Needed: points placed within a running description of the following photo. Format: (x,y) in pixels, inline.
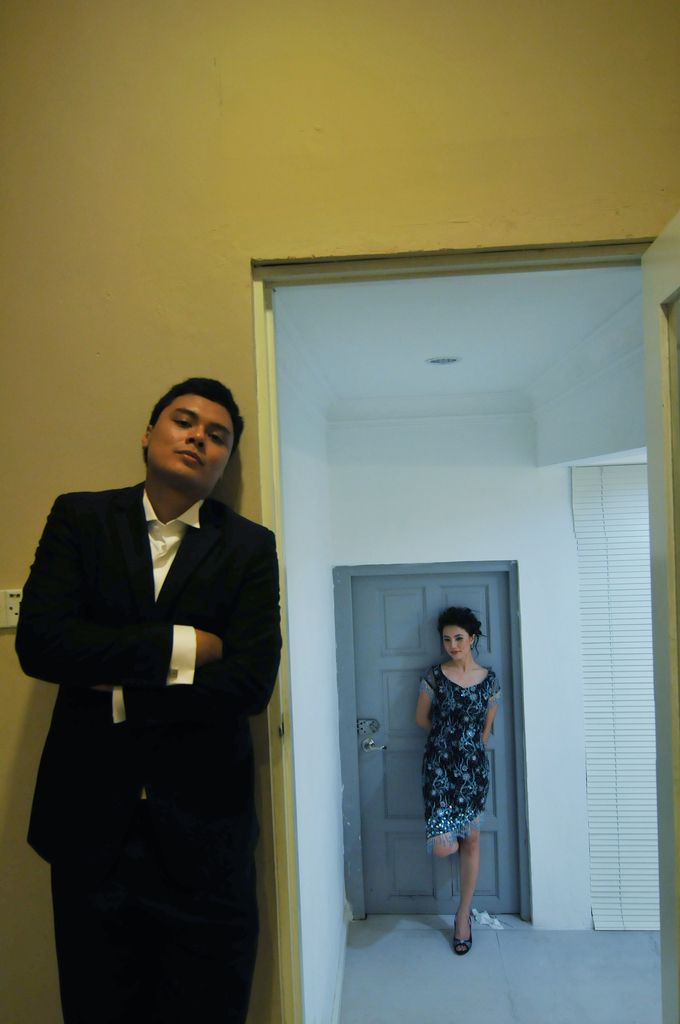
In this picture there is a man (184,721) wearing black suit (144,610), standing in front (194,720). Behind there is a girl (480,732) wearing black and grey top (466,793) is standing at the grey color door (403,839).
